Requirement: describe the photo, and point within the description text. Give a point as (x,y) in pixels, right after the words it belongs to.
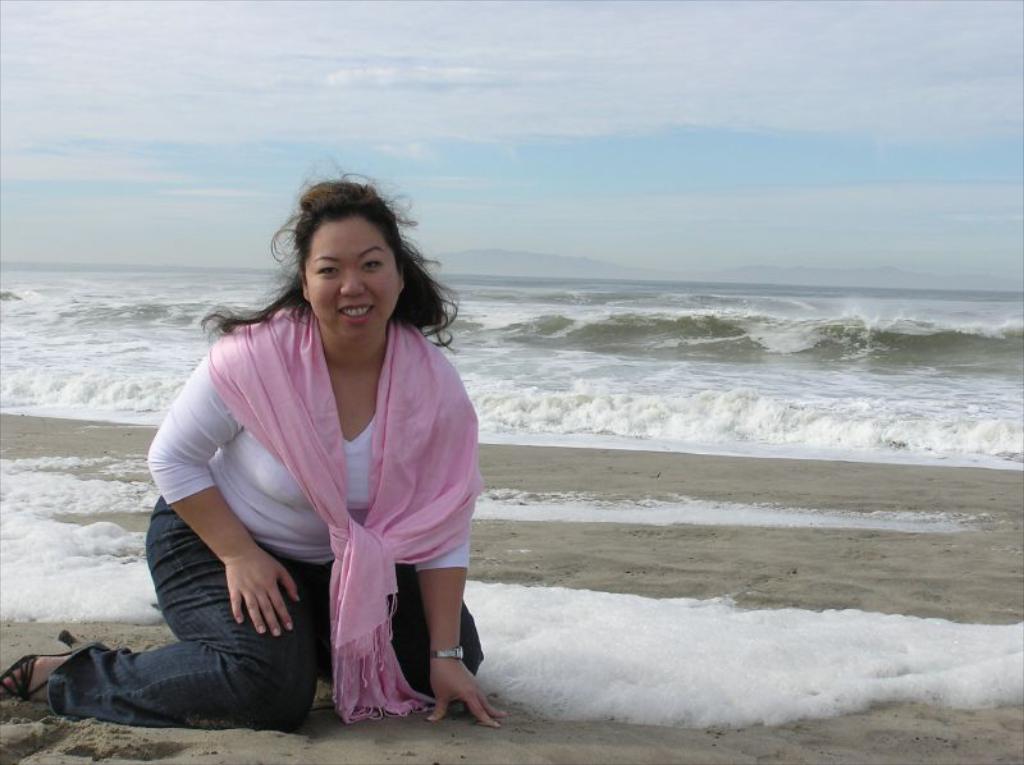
In this image there is a woman (237,569) in the middle (391,453) who is kneeling down on the ground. Behind her there are waves (600,358). At the top (642,50) there is the sky (589,31). She is wearing the pink color scarf (417,503).
